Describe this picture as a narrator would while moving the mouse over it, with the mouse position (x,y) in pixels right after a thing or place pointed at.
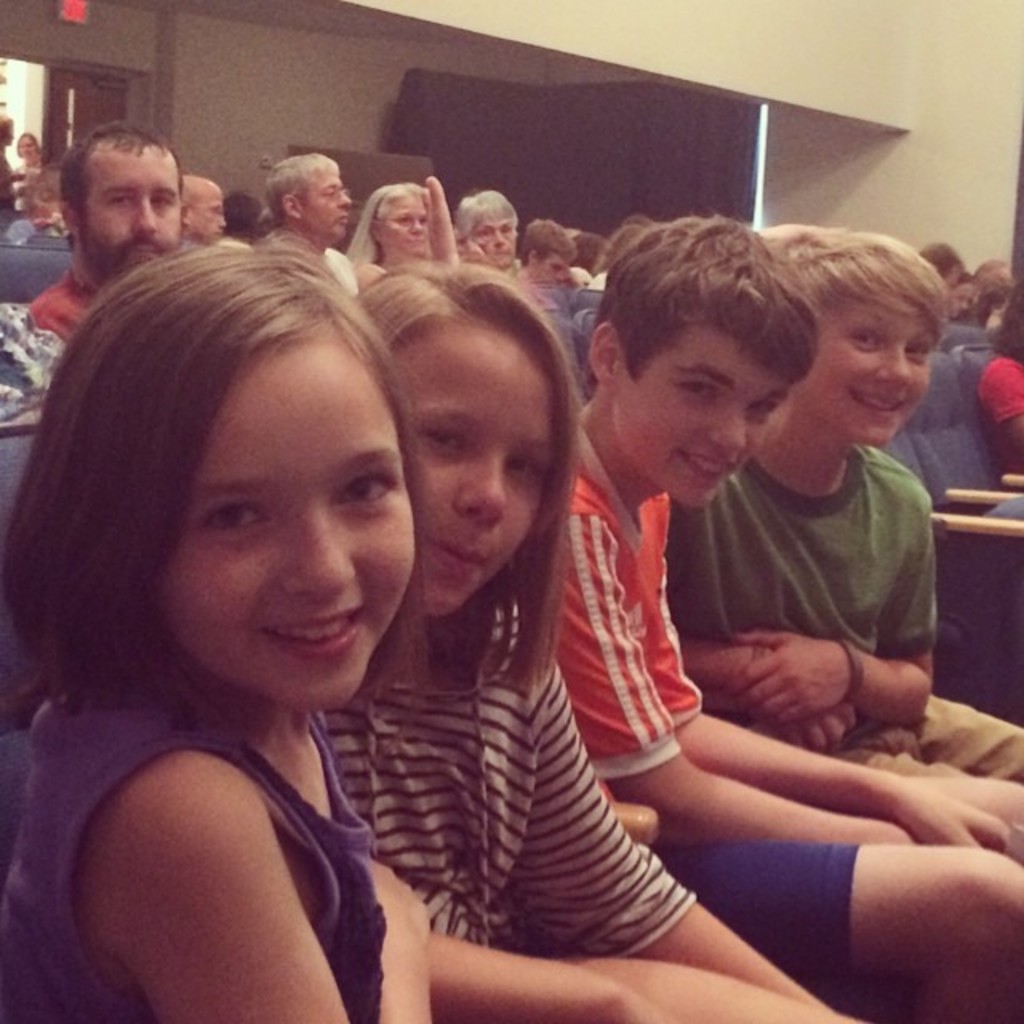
In this image I can see group of people (161,587) sitting, the person (135,666) in front (135,752) is wearing blue color shirt (134,711), background (489,107) I can see few curtains (672,149) and the wall (914,126) is in white color.
